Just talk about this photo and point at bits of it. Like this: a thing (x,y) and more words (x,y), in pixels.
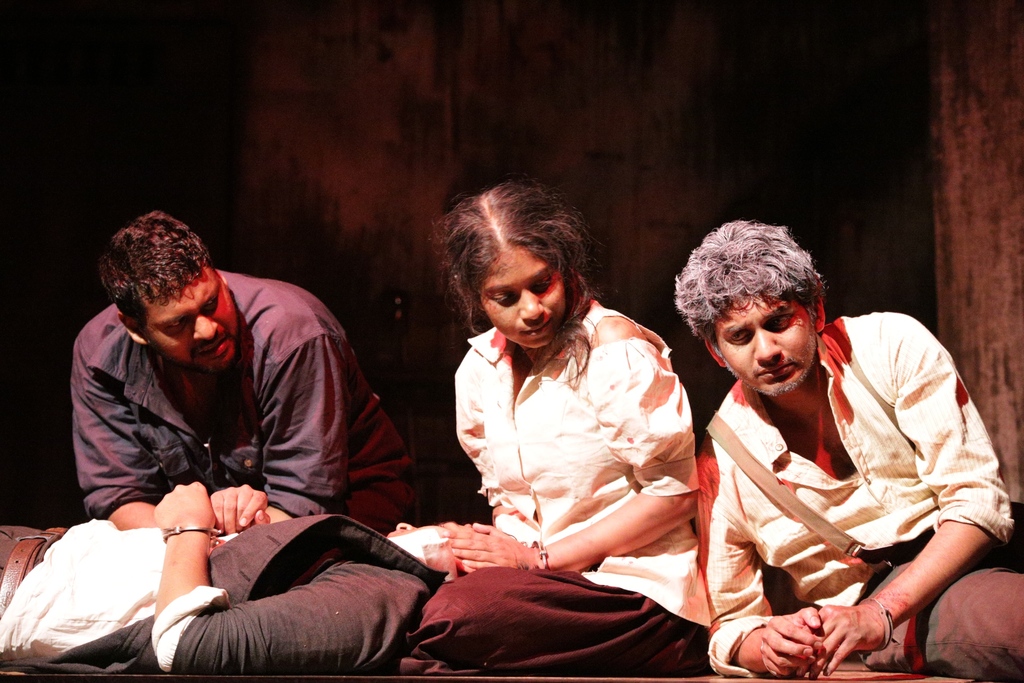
In this picture, we see three people (472,394) are sitting on the floor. Out of them, two are men (779,463) and one is a woman (632,404). In front of them, we see a man (145,580) in white shirt (111,582) and black jacket (303,638) is sleeping on the floor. In the background (321,212), it is black in color. On the right side (996,276), it looks like a curtain (952,306).
